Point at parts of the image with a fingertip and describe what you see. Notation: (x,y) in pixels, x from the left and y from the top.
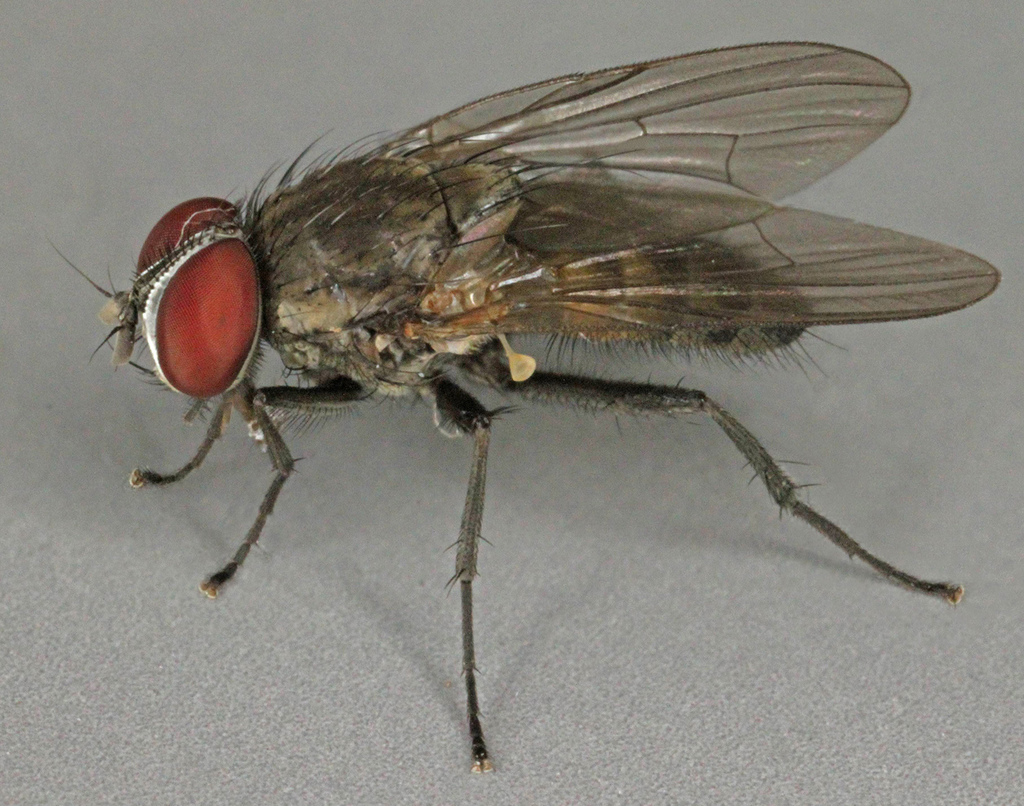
It is a close picture of a fly (488,362) on the surface (408,600).
